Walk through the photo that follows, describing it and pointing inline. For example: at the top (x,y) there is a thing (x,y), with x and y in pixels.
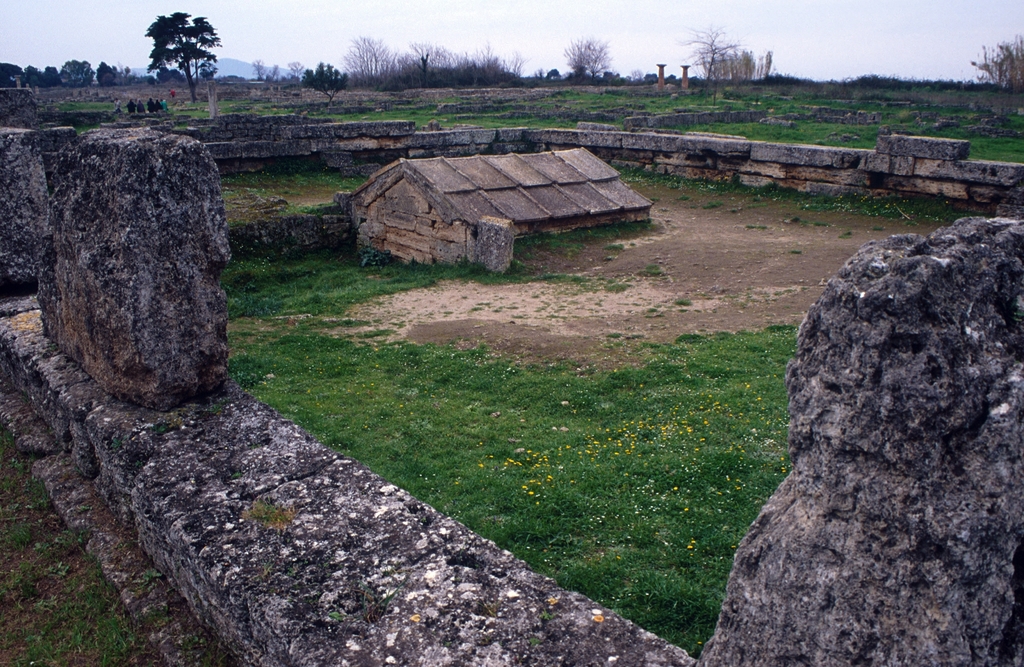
In the picture I can see a stone house (551,216), the grass (558,422), wall (938,193) and rocks (312,441). In the background (337,84) I can see trees (406,81) and the sky (632,36).
